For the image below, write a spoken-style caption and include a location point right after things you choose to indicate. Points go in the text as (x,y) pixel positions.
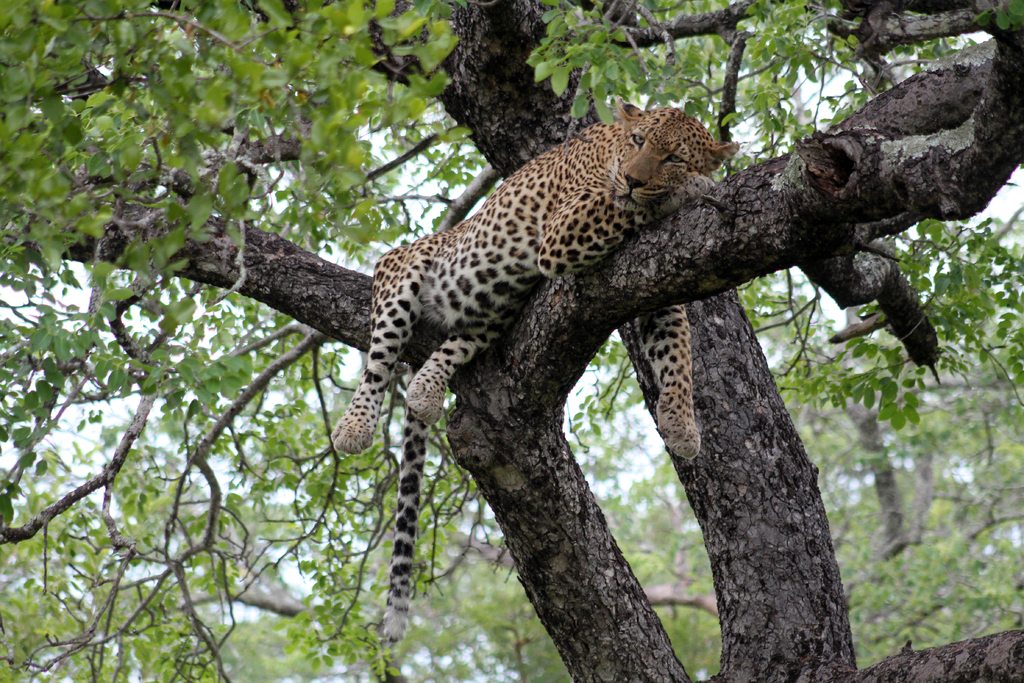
This picture might be taken from forest (725,445). In this image, in the middle (664,373), we can see a leopard (684,367) lying on the wooden trunk (549,327). In the background (23,3), we can see some tree (757,1) and a sky (296,406).
